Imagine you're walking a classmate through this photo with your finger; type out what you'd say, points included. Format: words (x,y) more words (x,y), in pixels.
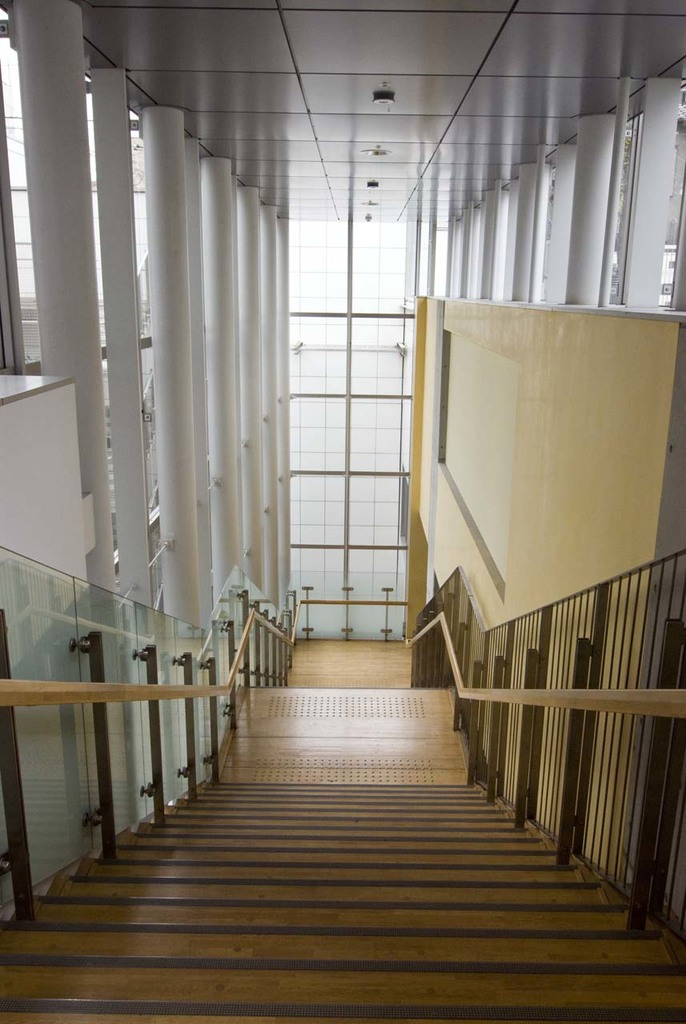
In front of the image there are wooden stairs (312,824), on the left side of the stairs (305,744) there is a wooden railing (30,686) and glass fence (121,641) with metal rods (97,681), beside the fence (171,659) there are pillars (138,359), on the right side of the stairs (443,691) there is a wooden railing (632,704) with metal rod fence (487,636), beside the fence (501,654) there is a wall (619,388), behind the wall (490,617) there are pillars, in the background of the image (403,617) there is a glass wall (358,411) with metal rods (376,314), at the top of the image (368,221) there are lamps (369,205) and some other objects (372,96) on the roof (312,173).
